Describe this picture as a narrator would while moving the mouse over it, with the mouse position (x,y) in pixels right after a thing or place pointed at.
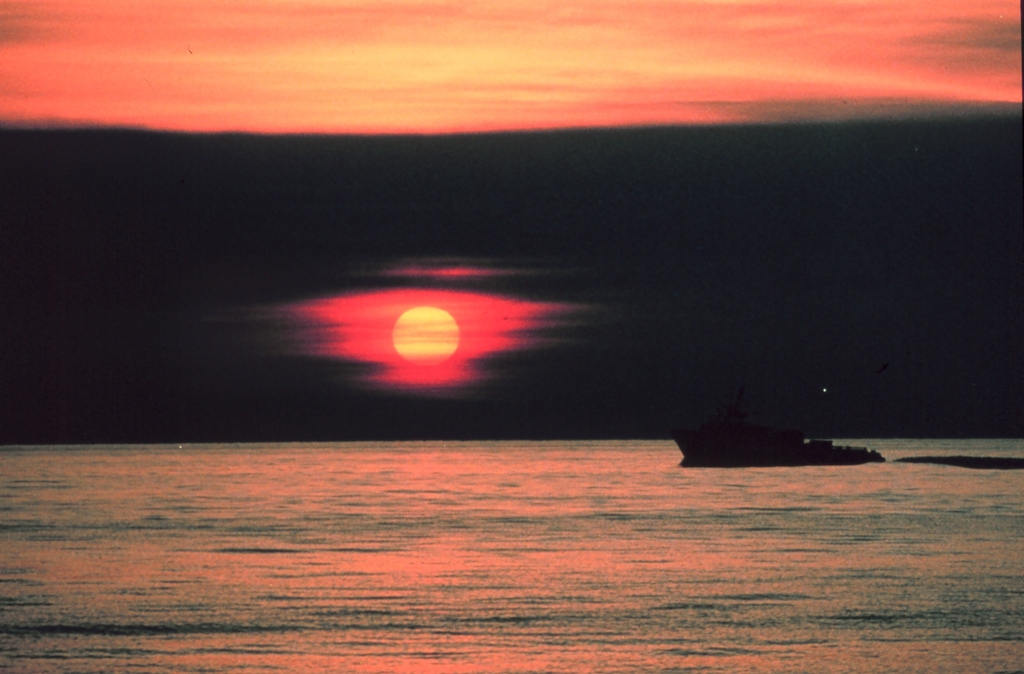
In this image we can see a ship (722,433) on the ocean (441,505), also we can see the sun (443,361), and the sky (661,125).
